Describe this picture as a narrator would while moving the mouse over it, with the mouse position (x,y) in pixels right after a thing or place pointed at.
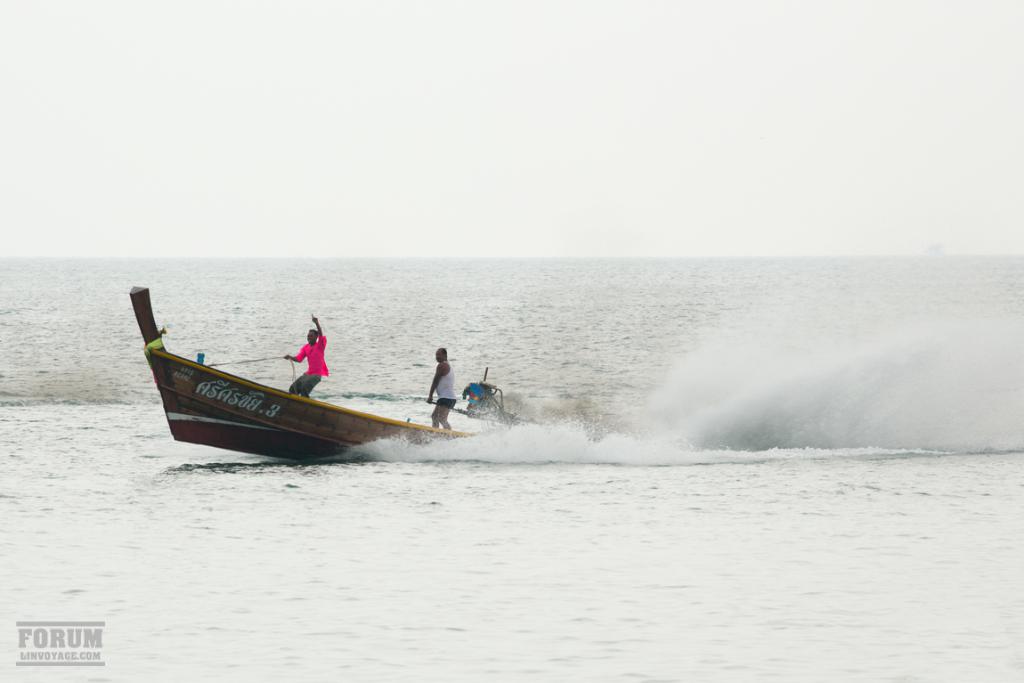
In the picture I can see a person (315,321) wearing pink color shirt (315,370) and a person (443,404) wearing a white dress (447,385) is standing on the boat (299,417) which is floating on the water (336,496). Here we can see a wave (671,402) and in the background (639,252), we can see sky (753,228). Here we can see the watermark (78,632) on the bottom left side of the image (72,652).
